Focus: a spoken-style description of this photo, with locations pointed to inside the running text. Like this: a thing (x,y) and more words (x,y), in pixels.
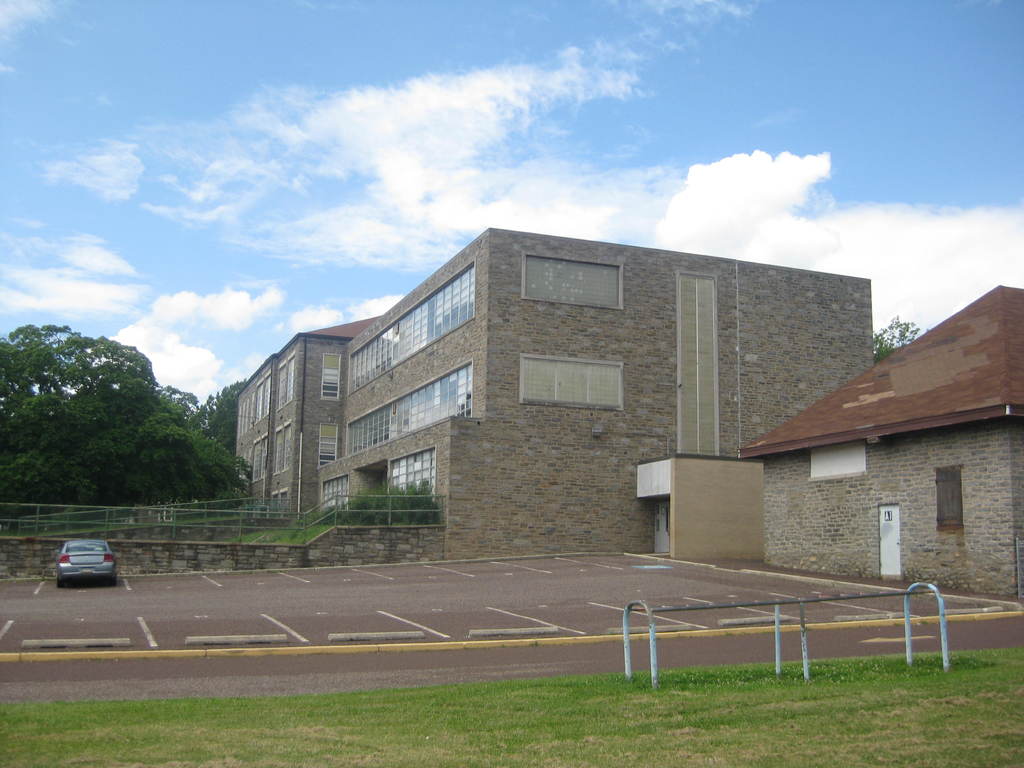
In this image, we can see buildings (319,465), trees (207,468) and there is a car (89,577) on the road (351,598), we can see stairs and a railing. At the bottom (491,703), there is ground (481,703) and at the top (399,133), there are clouds (360,152) in the sky (332,208).
